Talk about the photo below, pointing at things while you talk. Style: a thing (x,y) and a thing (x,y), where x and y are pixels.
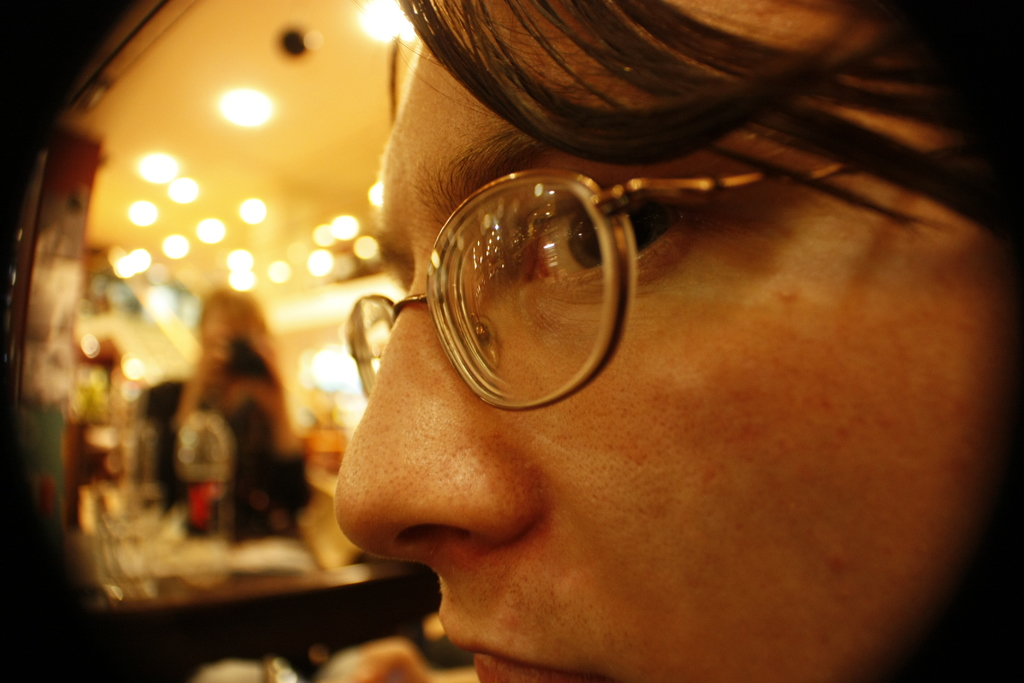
In this picture I can see a woman (658,282) wearing spectacles (519,289) and side I can see a mirror reflection (203,412) on which I can see a woman (205,365) holding camera (253,368).
